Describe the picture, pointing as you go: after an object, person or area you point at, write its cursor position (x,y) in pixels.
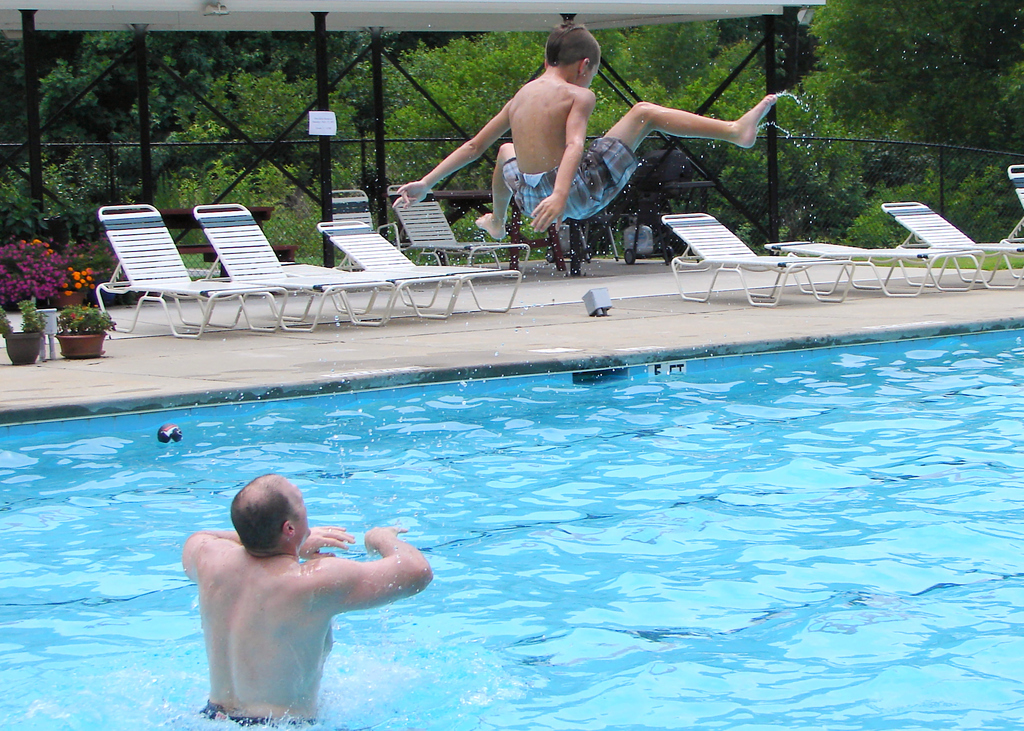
Here a person (315,674) in the water (380,650). Background (18,339) we can see hammock chairs (869,250) on the walkway (353,341), few plants (5,258) with pots (18,355), mesh rods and trees (991,214). Here a boy (557,143) is in the air (698,101).
